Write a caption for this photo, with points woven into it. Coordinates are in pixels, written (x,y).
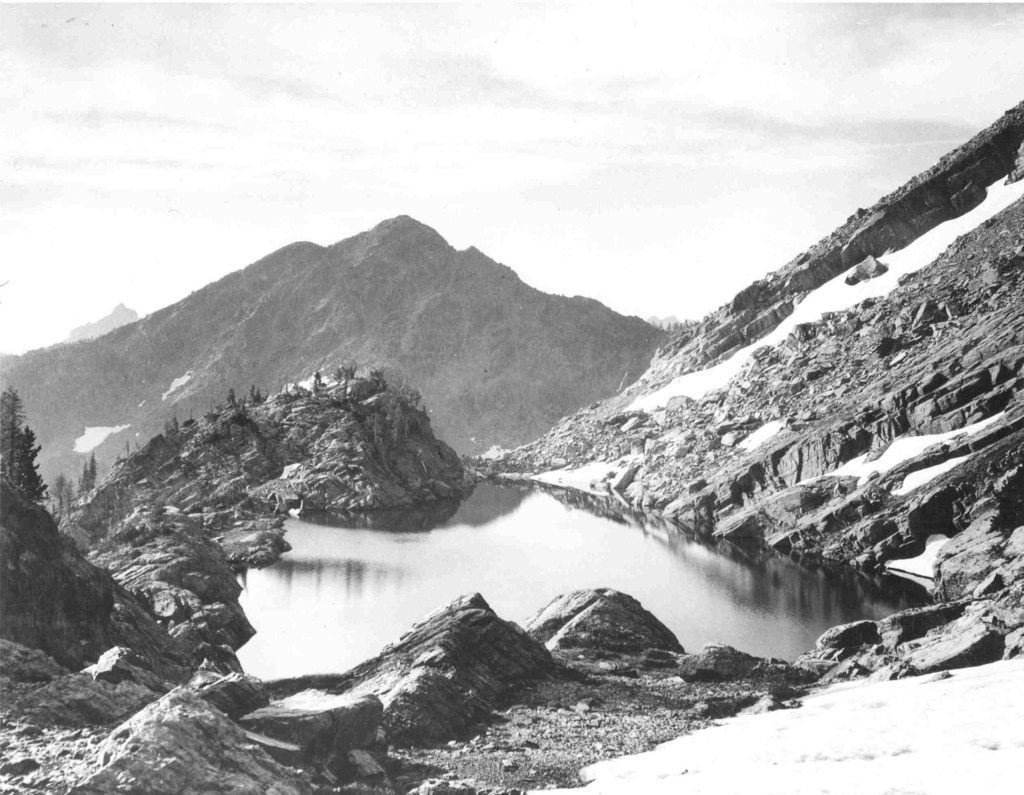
These are hills (147,415) and we can see a small lake (298,514) and some plants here and there on the hill (278,372).
